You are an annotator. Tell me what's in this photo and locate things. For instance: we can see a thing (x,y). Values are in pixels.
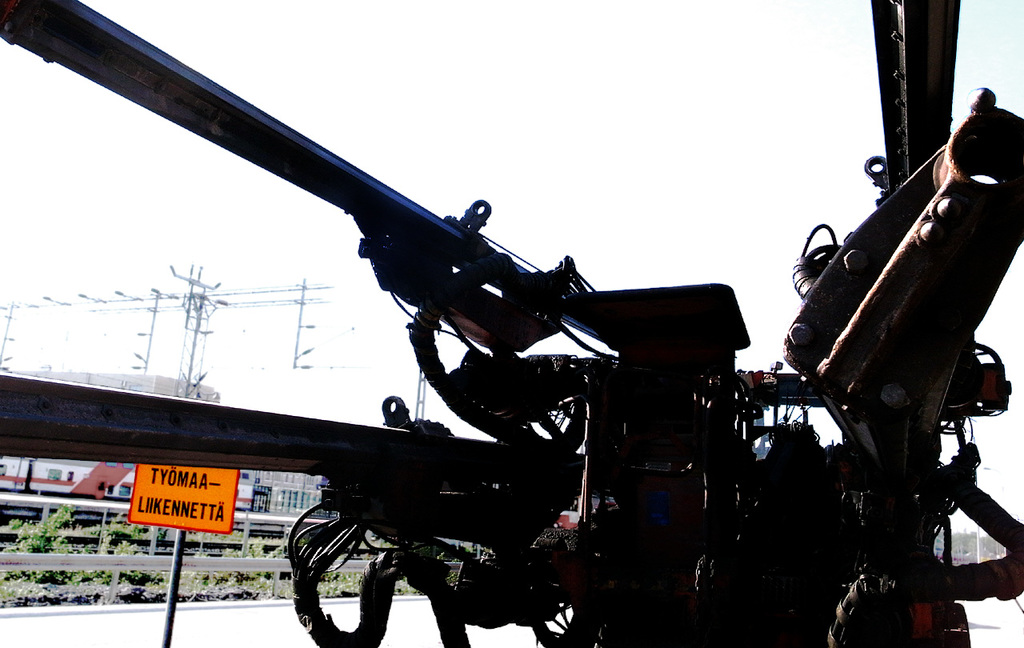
In this image we can see a machine (499,373). In the background (196,290) there are electric poles (203,293), electric cables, barriers (191,562), plants (39,536) and sky (210,227).
